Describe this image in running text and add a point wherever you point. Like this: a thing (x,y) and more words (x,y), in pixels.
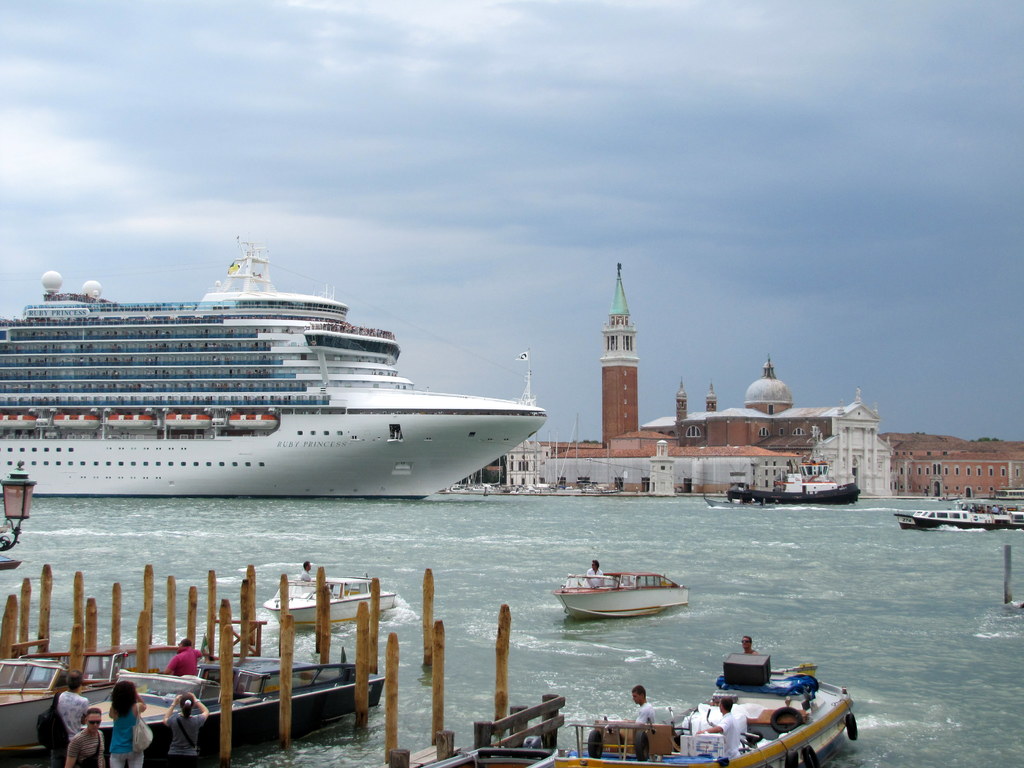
In this picture we can see water (853,650) at the bottom (867,644), there is a ship (430,466) and some boats (994,528) in the water (665,619), we can see some people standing at the left bottom (114,719), on the left side (27,502) there is a light (11,496), in the background (899,457) we can see buildings (709,449), there is the sky (580,164) at the top of the picture (589,77).
